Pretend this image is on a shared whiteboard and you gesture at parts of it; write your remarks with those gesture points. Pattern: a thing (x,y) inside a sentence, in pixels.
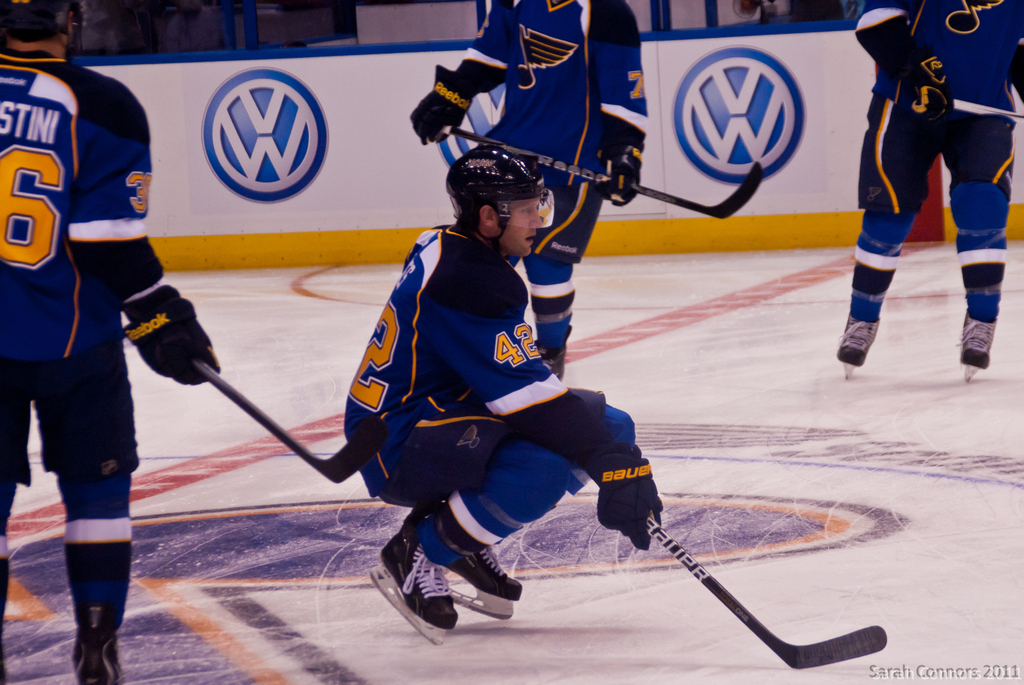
There are four persons (877,285) playing an ice hockey as we can see at the bottom of this image (457,489). There is a boundary wall (324,160) in the background (661,159).
